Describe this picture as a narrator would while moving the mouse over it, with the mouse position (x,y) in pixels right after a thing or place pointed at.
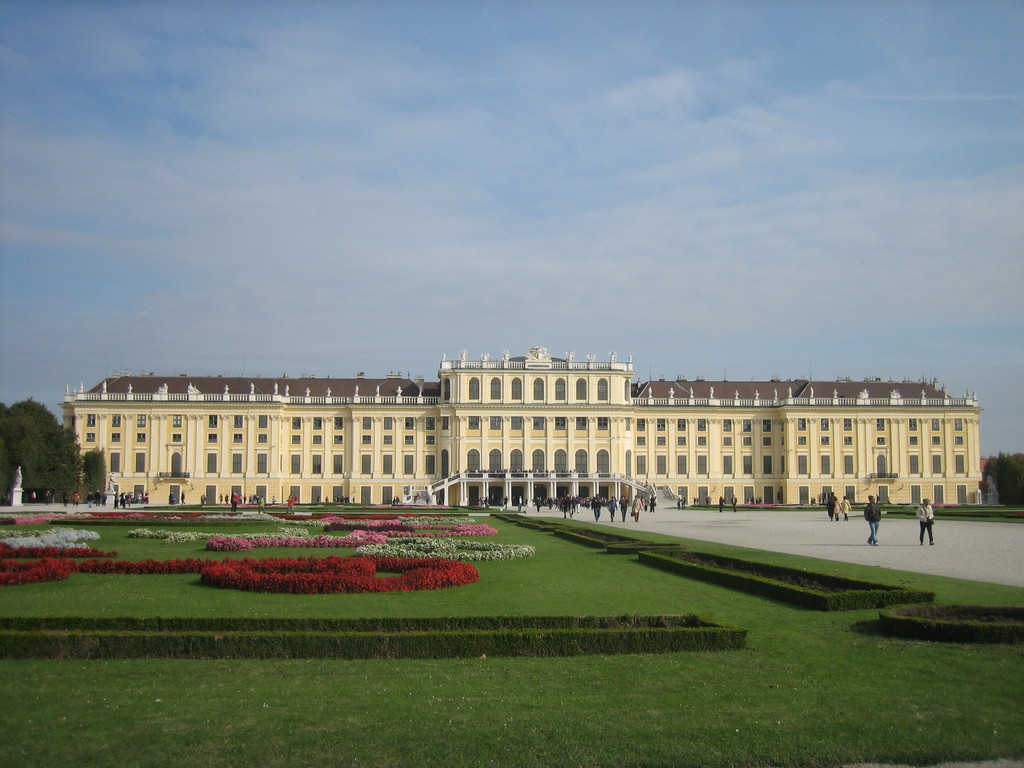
In this image we can see the front view of a building (408,466), in front of the building (478,501) we can see grass lawn (613,576) and pavement (669,528), there are few people (595,512) walking on the pavement (718,528), beside the building (254,449) there are trees (62,458), at the top of the image (743,245) in the sky (579,237) there are clouds (346,214).
